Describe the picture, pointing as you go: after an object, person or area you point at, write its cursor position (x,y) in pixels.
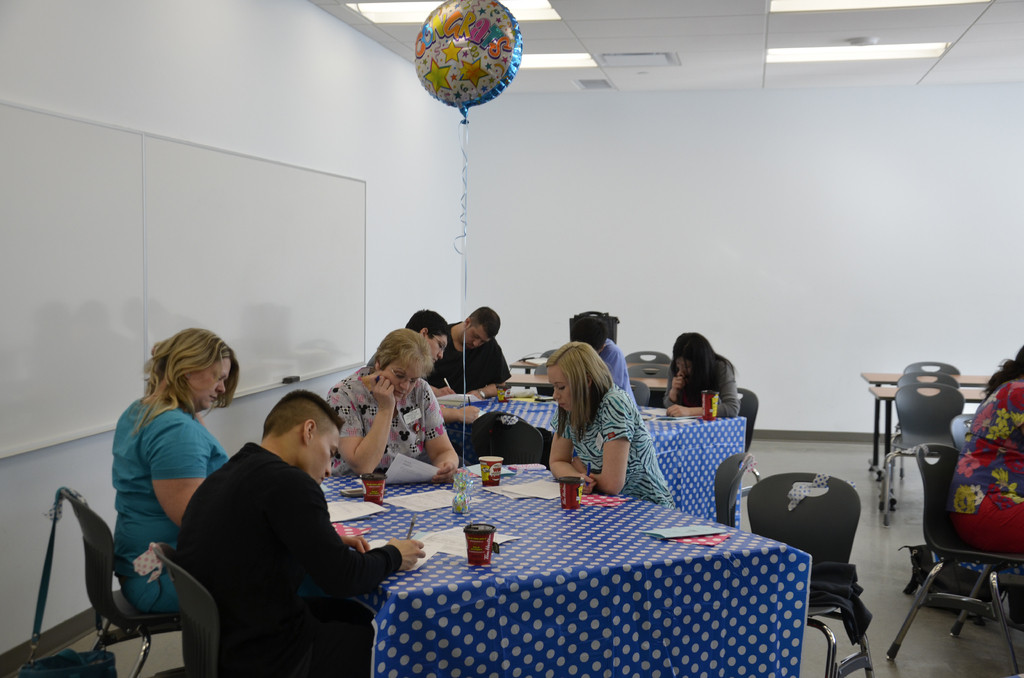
It seems to be the image is inside the room (578,424). In the image there are group of people (612,464) sitting on chair (733,519) as in front of a table (506,547), on table (510,531) we can see a glass (477,528), paper (456,544), pen (414,522). On left side (111,283) we can see a white color board (306,218), in background (648,221) there is a white color wall (933,213) on top (881,17) there is a roof (796,12) with few lights (814,50) and a balloon (473,76).
